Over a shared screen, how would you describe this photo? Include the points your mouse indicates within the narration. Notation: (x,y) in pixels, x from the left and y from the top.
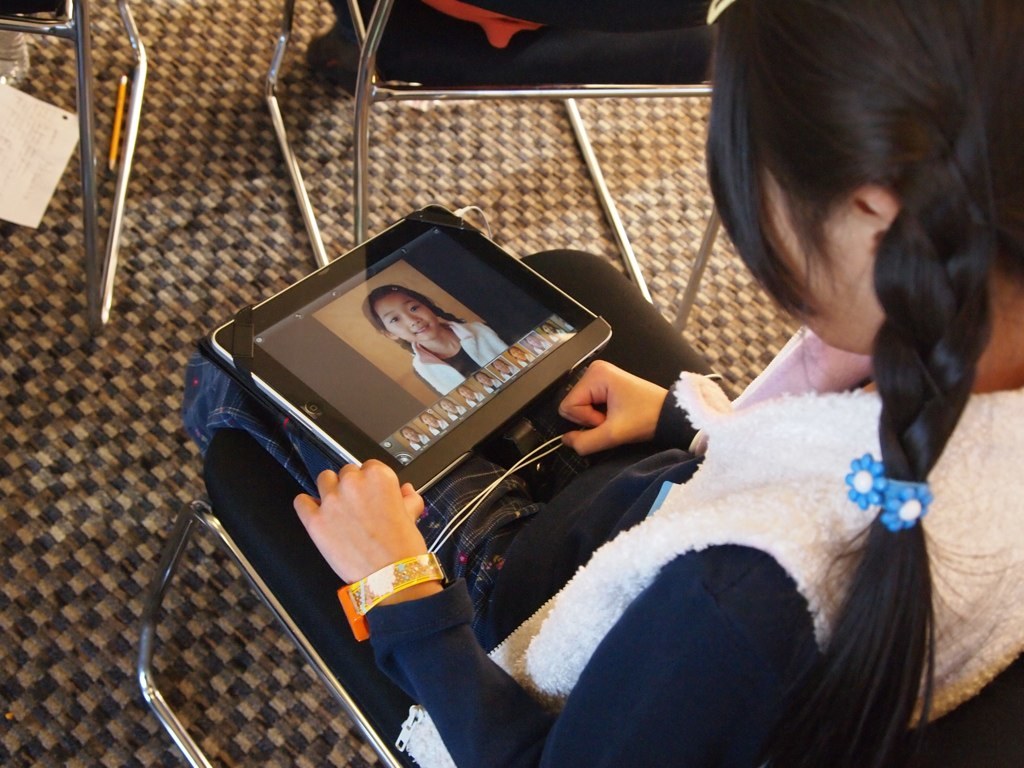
In the image in the center (614,422), we can see one girl (794,512) sitting on the chair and she is holding the tab (494,308). In the tab (523,305), we can see one girl (453,371) smiling. In the background (54,143) there is a paper (46,111), pencil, chairs (78,68) and few other objects (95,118).
